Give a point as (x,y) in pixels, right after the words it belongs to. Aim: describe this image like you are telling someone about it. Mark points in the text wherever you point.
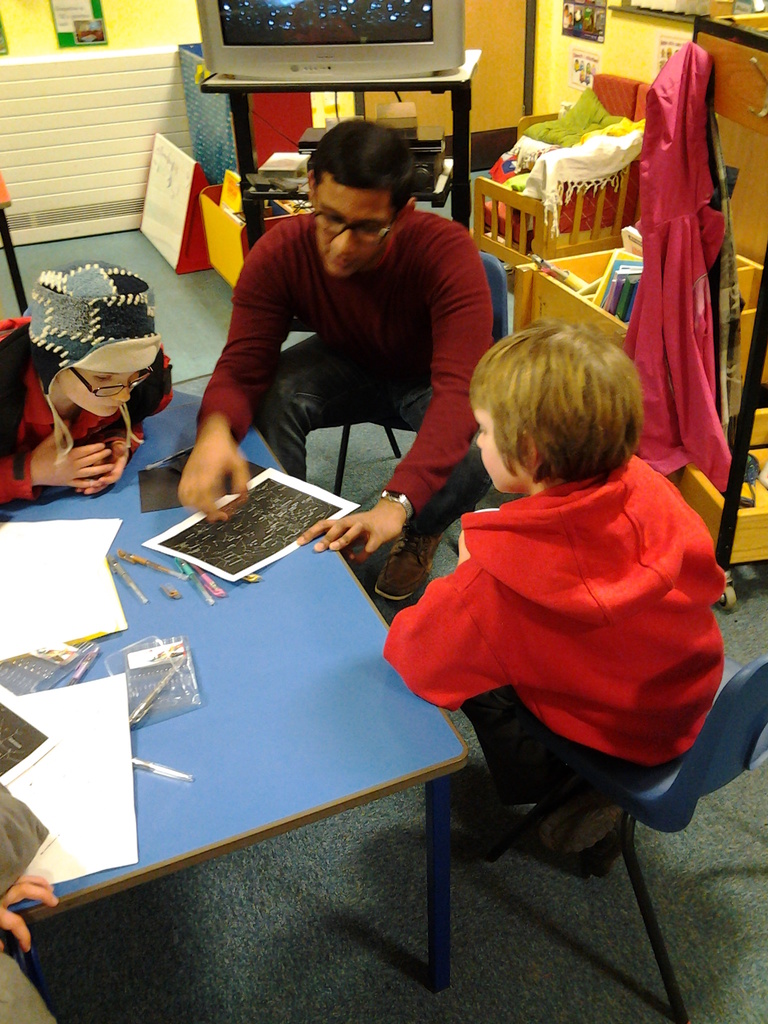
In this image we can see some people (571,595) are sitting on the chairs (714,761) in front of them there is a table (320,685) on the table (320,675) they are books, papers (227,575), pencils (133,558) at the back side (430,34) we can see the television (449,73) and television stand (460,109) and some chairs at the right side (577,211).
